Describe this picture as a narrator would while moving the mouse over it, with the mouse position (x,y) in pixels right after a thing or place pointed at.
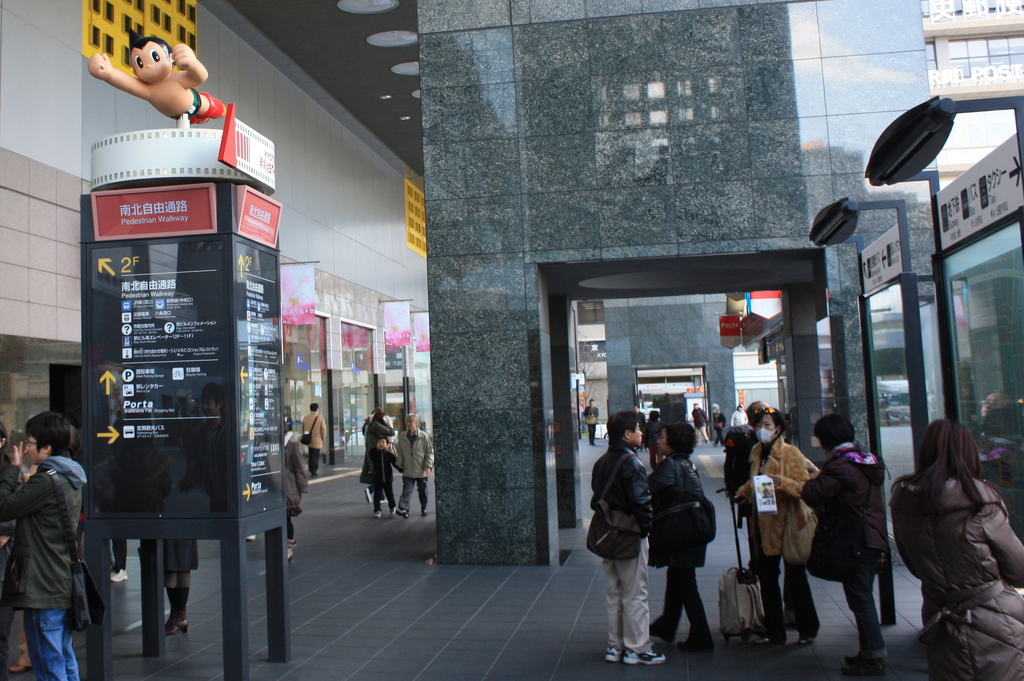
In this picture we can see some people (659,518) are standing and some people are walking, on the left side (91,560) there are some boards (195,265), we can see some text (263,156) on these boards (234,268), there are pillars (793,381) in the middle (515,396), we can also see boards (970,207) on the right side (975,216).
